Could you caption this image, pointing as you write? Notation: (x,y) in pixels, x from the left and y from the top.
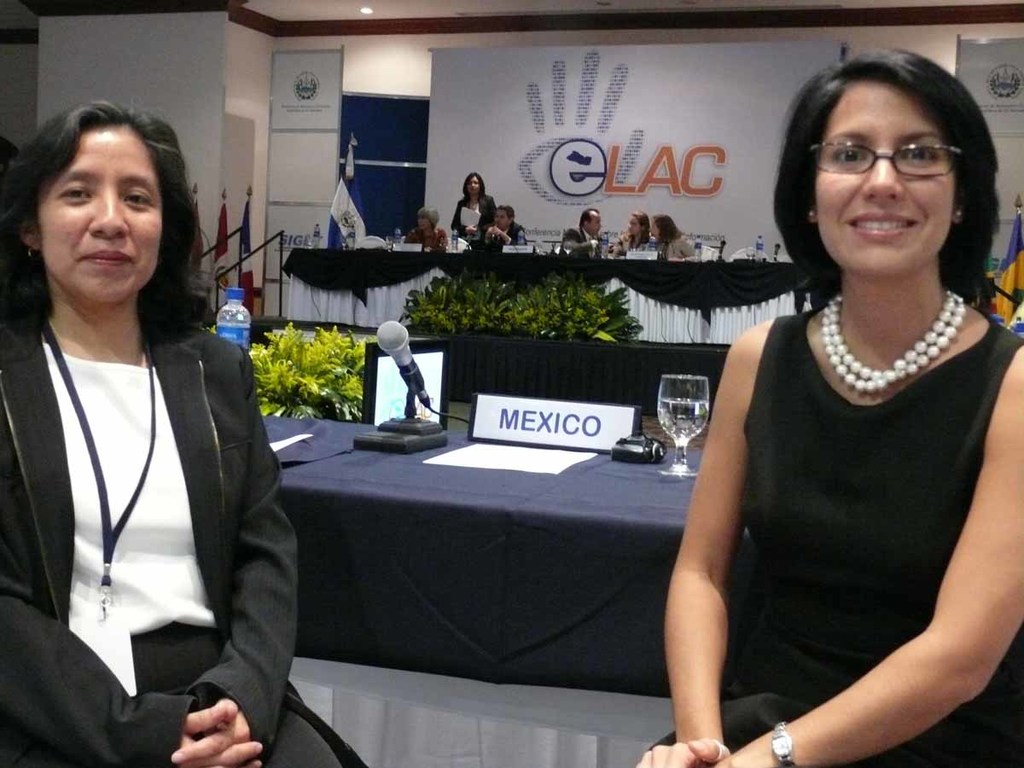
This image consists of two women (170,579). In the background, we can see few persons (415,244). In the middle (436,445), there is a table (492,548) on which we can see a mic (406,373) and a glass (668,431) along with a name board (531,418). In the background (238,92), there is a banner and a wall (202,125). On the left (242,249), there are flags (219,236).
